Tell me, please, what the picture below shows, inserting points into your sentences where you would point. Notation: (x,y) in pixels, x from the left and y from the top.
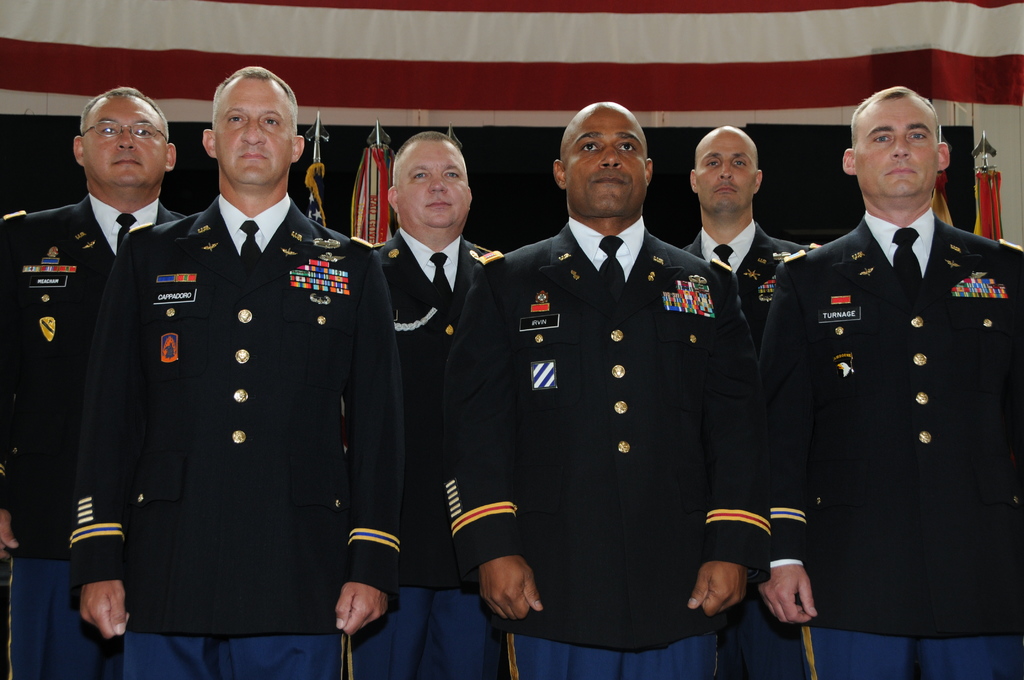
In this image we can see few persons (399,382) are standing and in the background (203,44) we can see flags (385,155) on the poles (317,138) and a cloth (549,96).
